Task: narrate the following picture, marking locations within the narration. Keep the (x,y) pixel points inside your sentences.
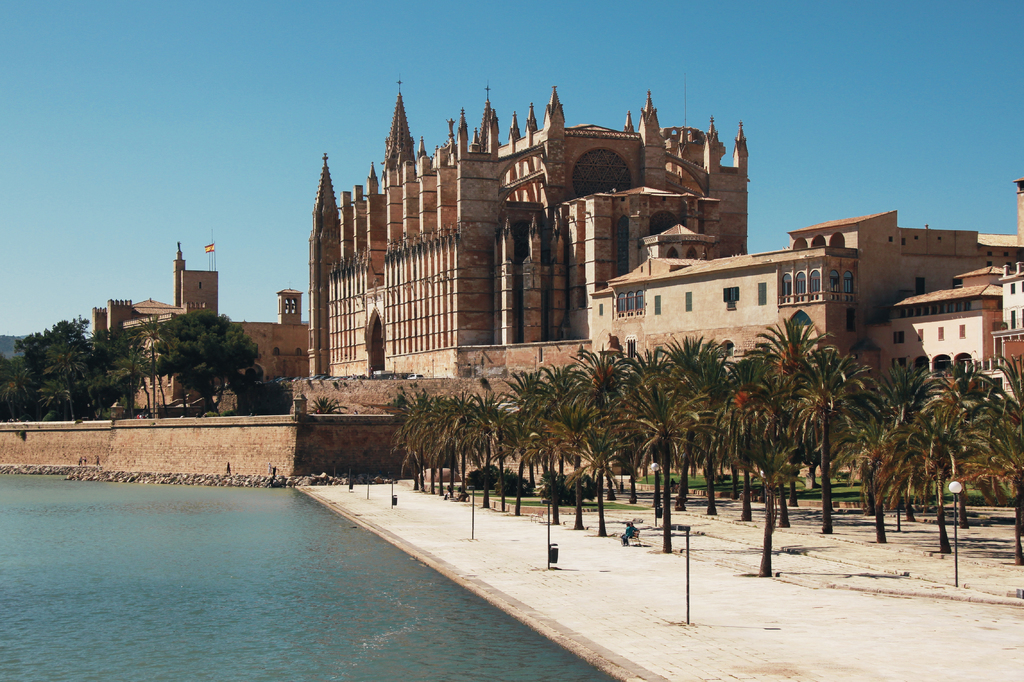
In this picture we can see trees (486,488), water (157,592), buildings (461,264) with windows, flag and in the background (219,263) we can see the sky (960,143).
